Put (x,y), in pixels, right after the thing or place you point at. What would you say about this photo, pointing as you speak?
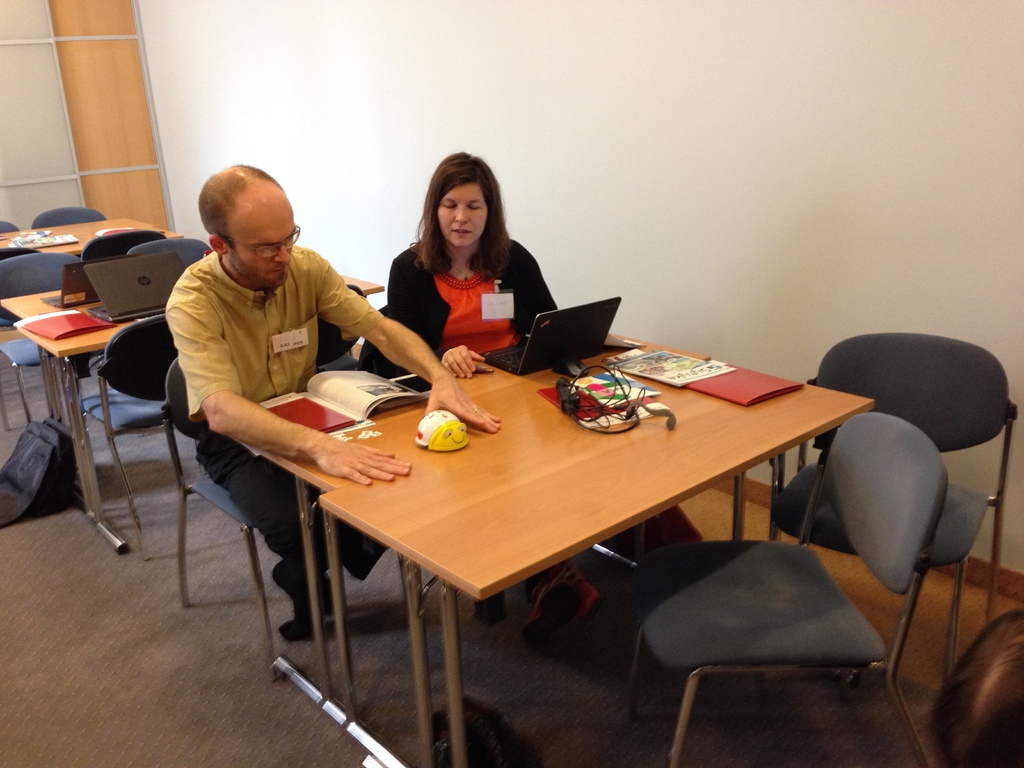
This picture is clicked inside the room (212,633). In the middle of the picture (403,319), we see woman (474,337) wearing black jacket (516,267) and red t-shirt (458,291) is sitting on a chair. Beside her, we see man (256,340) in yellow shirt (257,351) and black pant (267,499) is putting his hands (328,451) on the table (440,461). In front of them, we see a table (598,471) on which headset (625,411), file (766,390), book (606,376), papers (700,374) are placed. We can see many chairs (687,663) and tables (107,334) in this picture and on the left corner (21,440), we see a bag (52,461) which is black in color. Beside them, we see white wall (540,126).
